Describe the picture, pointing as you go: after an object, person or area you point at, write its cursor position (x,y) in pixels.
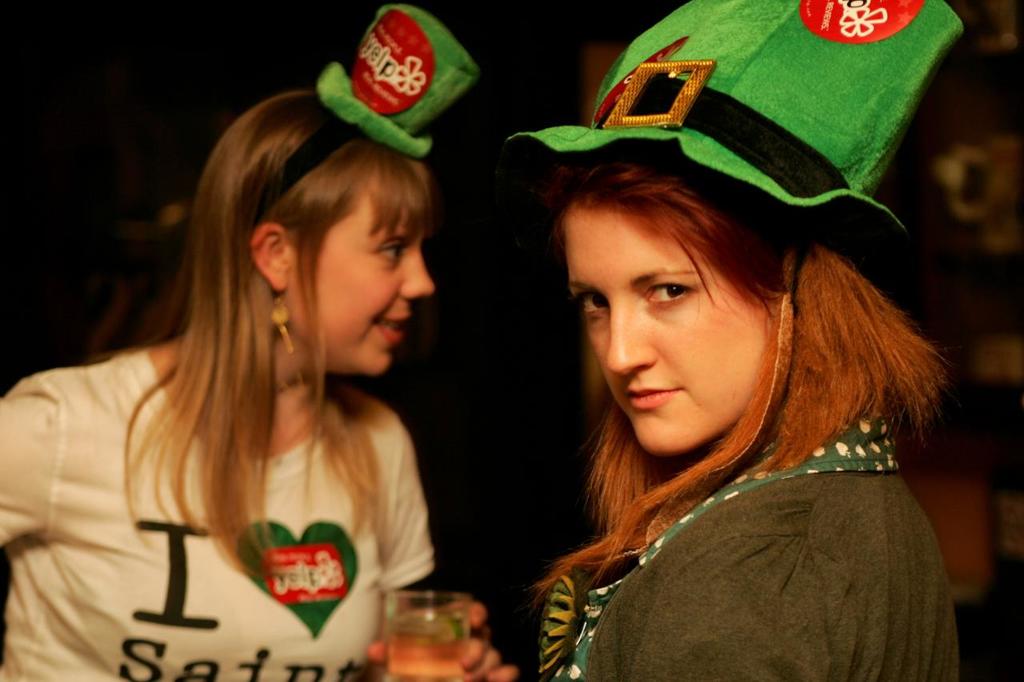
Here two women (669,442) are standing wearing hat (629,134), this is glass (437,634).
